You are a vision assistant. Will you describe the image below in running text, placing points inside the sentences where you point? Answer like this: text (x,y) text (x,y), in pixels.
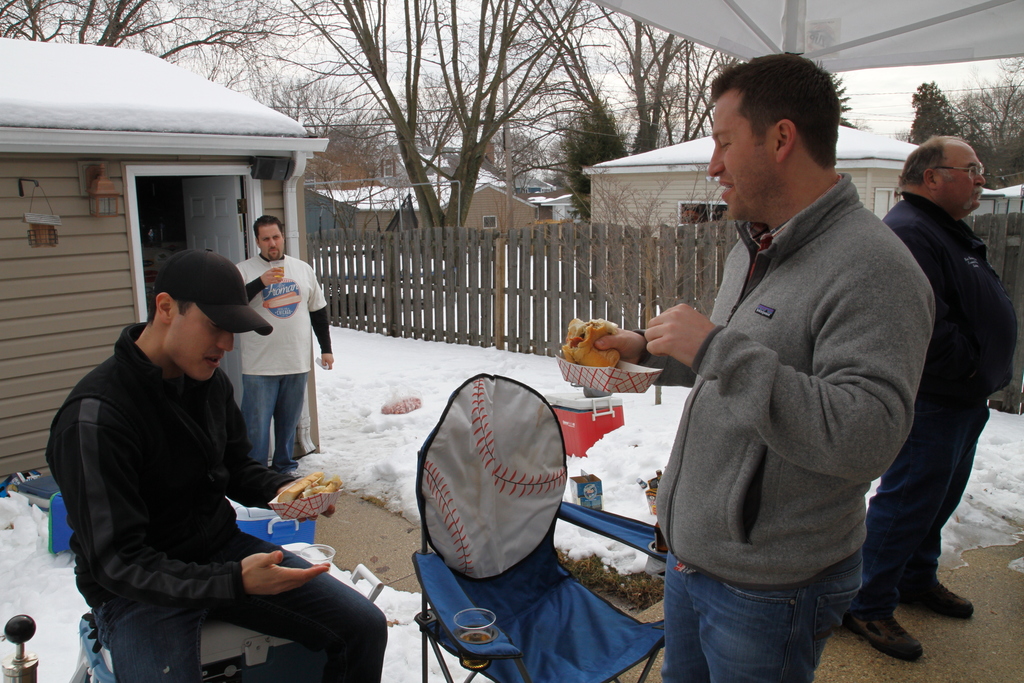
On the right side of the image (939,252) a man (958,312) is standing and another man (813,319) is standing and holding a food item (611,356) in his hand (621,345). On the left side of the image (215,371) a man (204,486) is sitting and holding a food item (294,494), other man (276,443) is standing and holding a glass (278,277). In the background of the image (43,361) we can see a houses (494,212), trees (518,168), fencing (484,269) are there. At the bottom of the image (530,565) we can see glass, boxes (599,498), chair (515,585), snow (636,440), ground (967,622) are there. At the top of the image (742,27) we can see tent (857,52), sky (884,86), wires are there.
